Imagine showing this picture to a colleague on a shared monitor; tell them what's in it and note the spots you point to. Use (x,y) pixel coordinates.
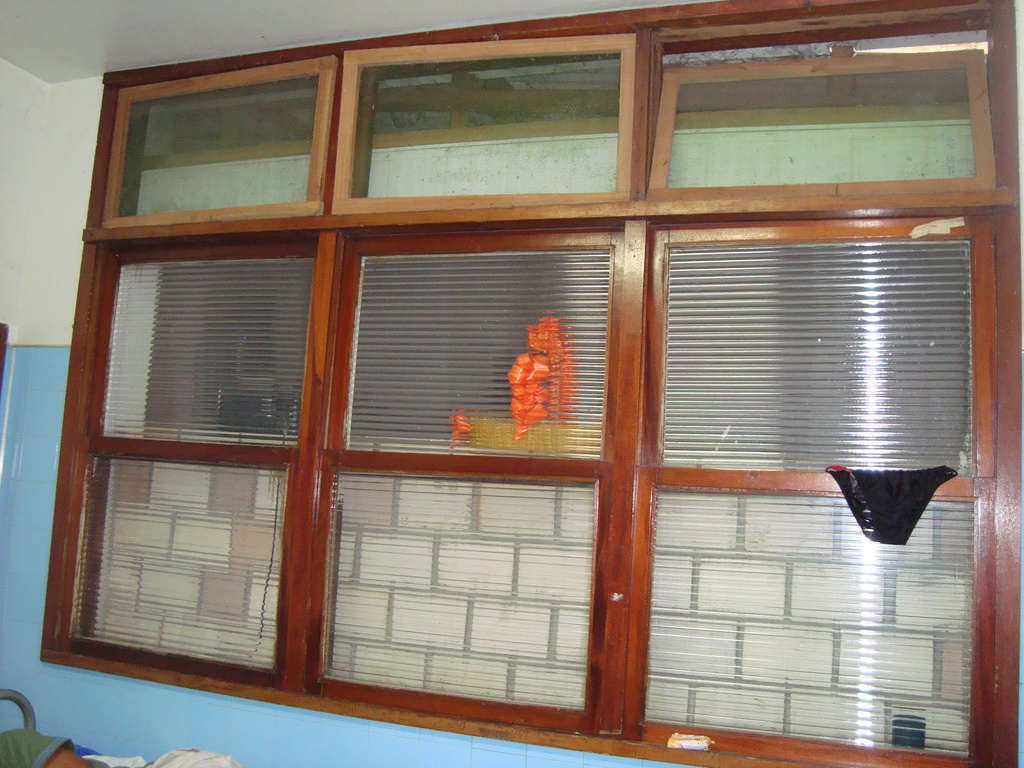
In this image there is a glass window (480,192) on the wall (319,738), on the window (528,246) there are some objects (870,506). Through the window (532,261) we can see there are some other objects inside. In front of the window (575,164) there are some objects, at the top of the image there is a wall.
